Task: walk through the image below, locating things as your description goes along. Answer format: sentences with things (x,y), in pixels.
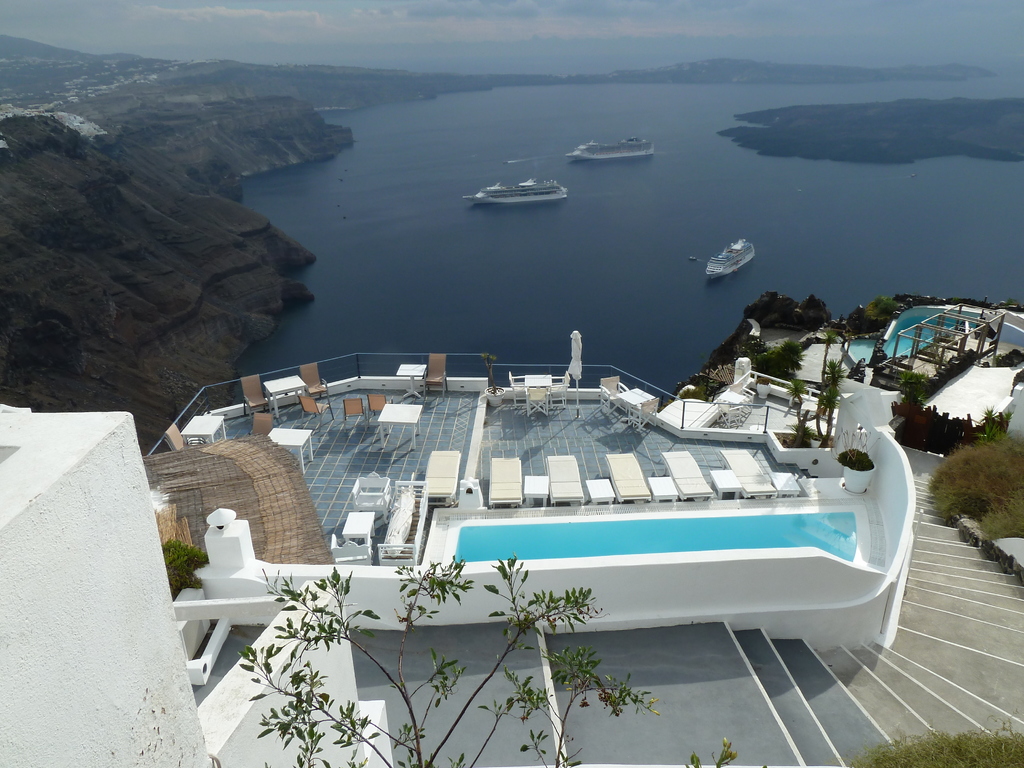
In this image I can see number of tables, chairs (265,428), few trees (965,470), buildings (149,670), stairs (842,665) and in background (606,251) I can see water (628,220). I can also see few boats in water (621,195).
